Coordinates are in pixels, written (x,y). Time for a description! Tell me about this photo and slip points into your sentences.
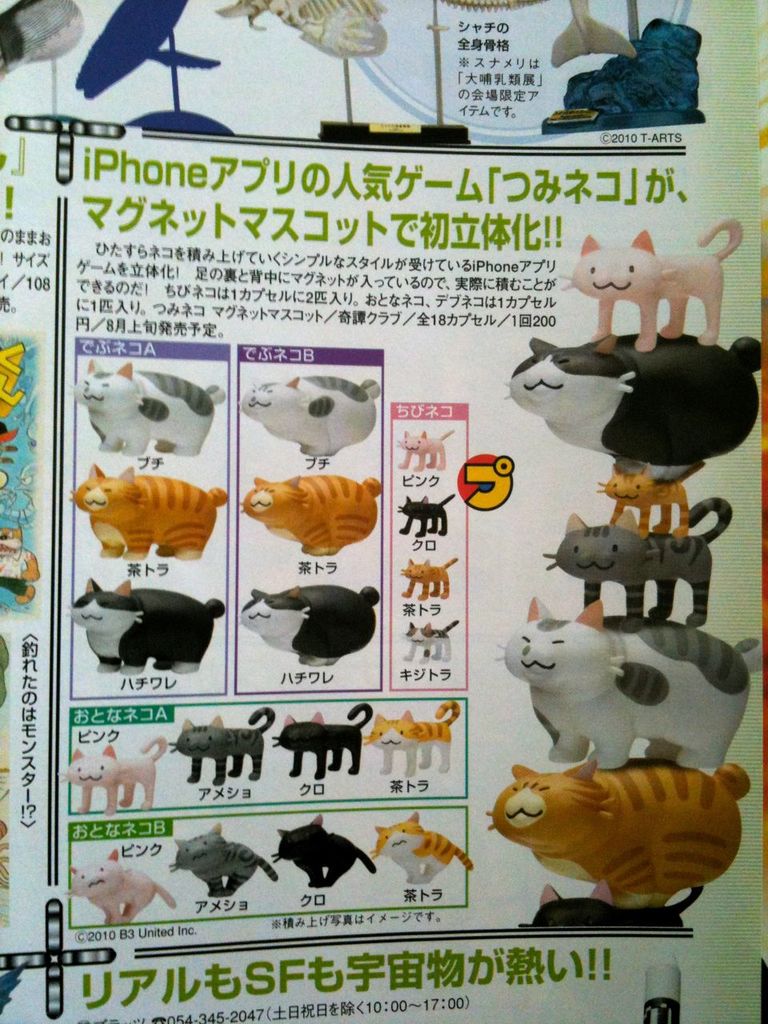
In this image I can see few animals (654,371) in different colors on the sheet (72,366) and something is written on it.
